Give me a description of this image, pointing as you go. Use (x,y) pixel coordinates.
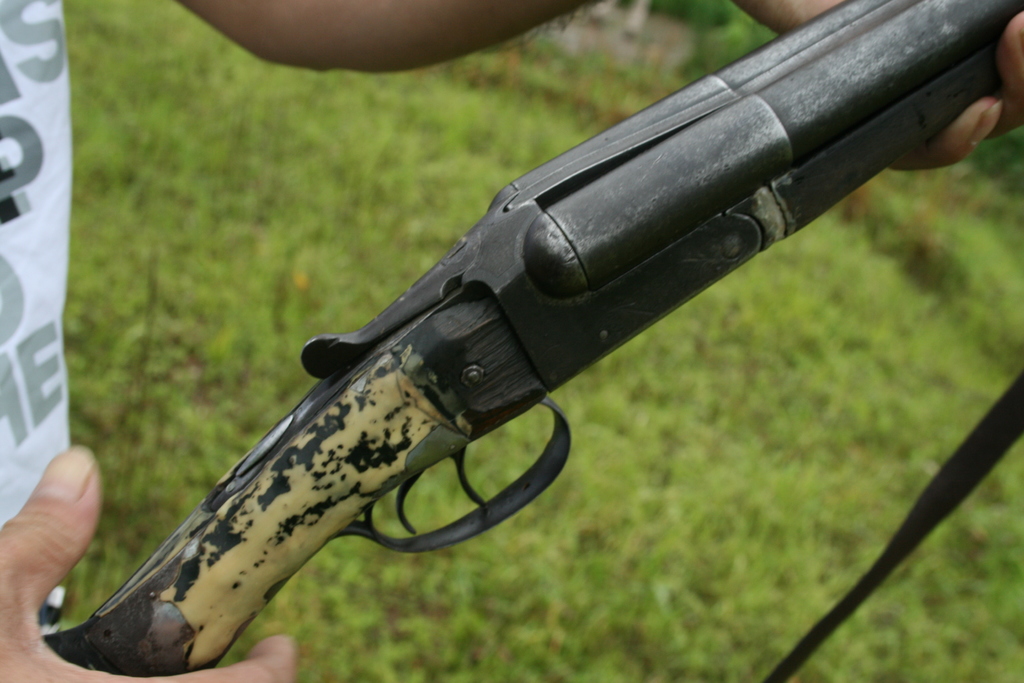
In this picture we can see a person (396,37) is holding a gun (604,212) and we can find grass (757,408).
